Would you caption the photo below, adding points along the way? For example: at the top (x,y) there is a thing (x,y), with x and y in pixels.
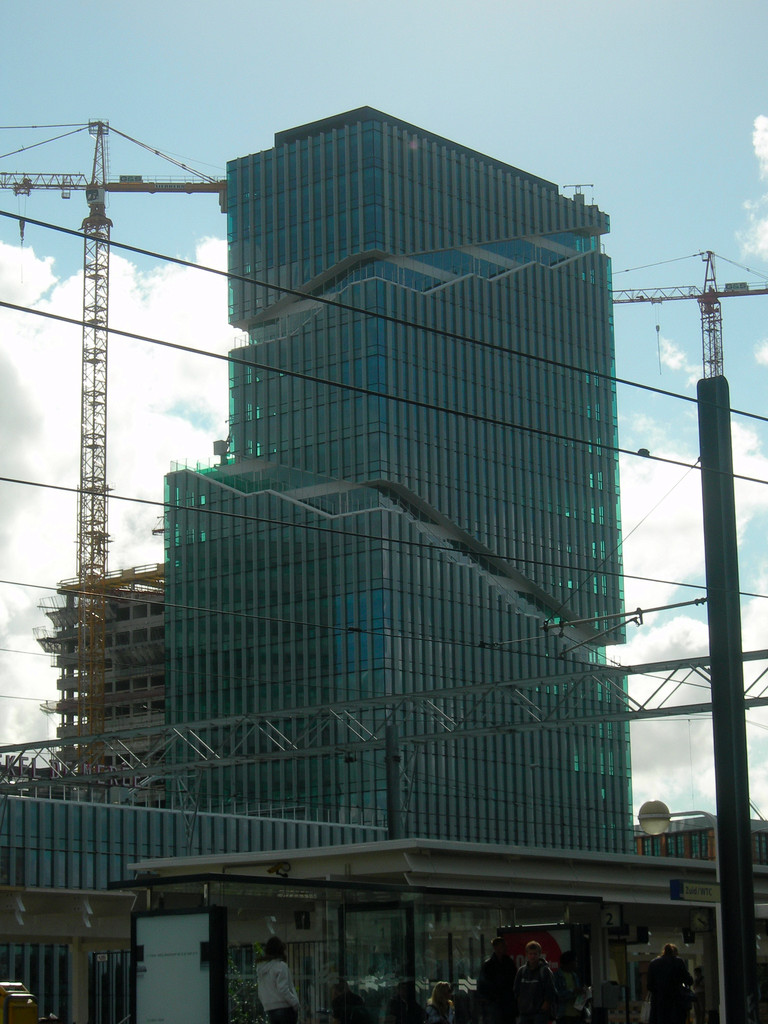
In this image we can see a building (394,664), crane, sky (162,399), clouds (199,271). At the bottom of the image (559,1005) there are people (405,1002).
